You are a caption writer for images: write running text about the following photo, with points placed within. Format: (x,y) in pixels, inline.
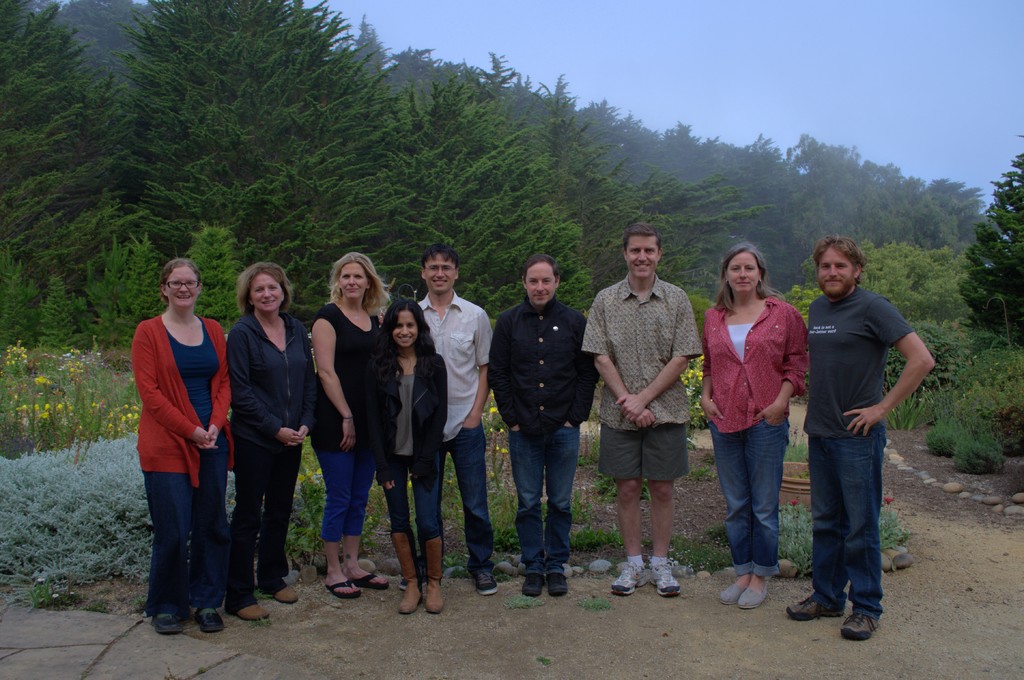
In this picture, we can see a few people (622,508) on the grounds (424,618), and we can see plants (78,530), trees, stones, grass (502,509), and we can see the sky (693,75).
